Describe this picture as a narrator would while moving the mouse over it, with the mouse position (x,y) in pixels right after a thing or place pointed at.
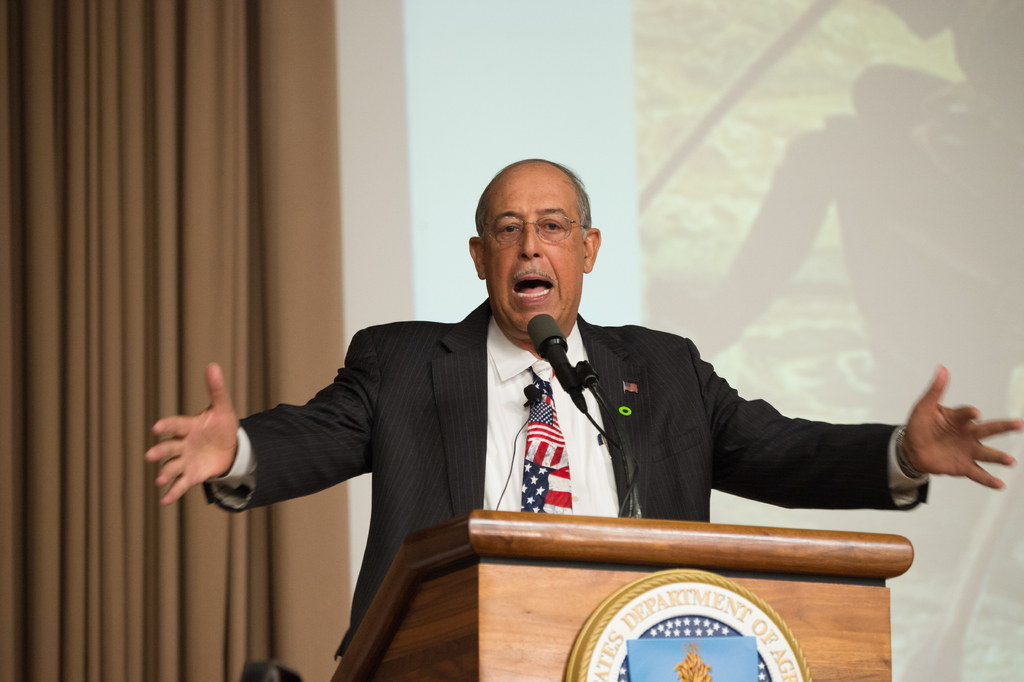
In this picture we can see a person (576,250) wearing a spectacle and standing in front of the podium (565,534). We can see a microphone (572,392), a microphone stand (586,386) and a few things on the podium (506,569). There is a curtain (131,183) and a screen (762,202) in the background (741,202).
